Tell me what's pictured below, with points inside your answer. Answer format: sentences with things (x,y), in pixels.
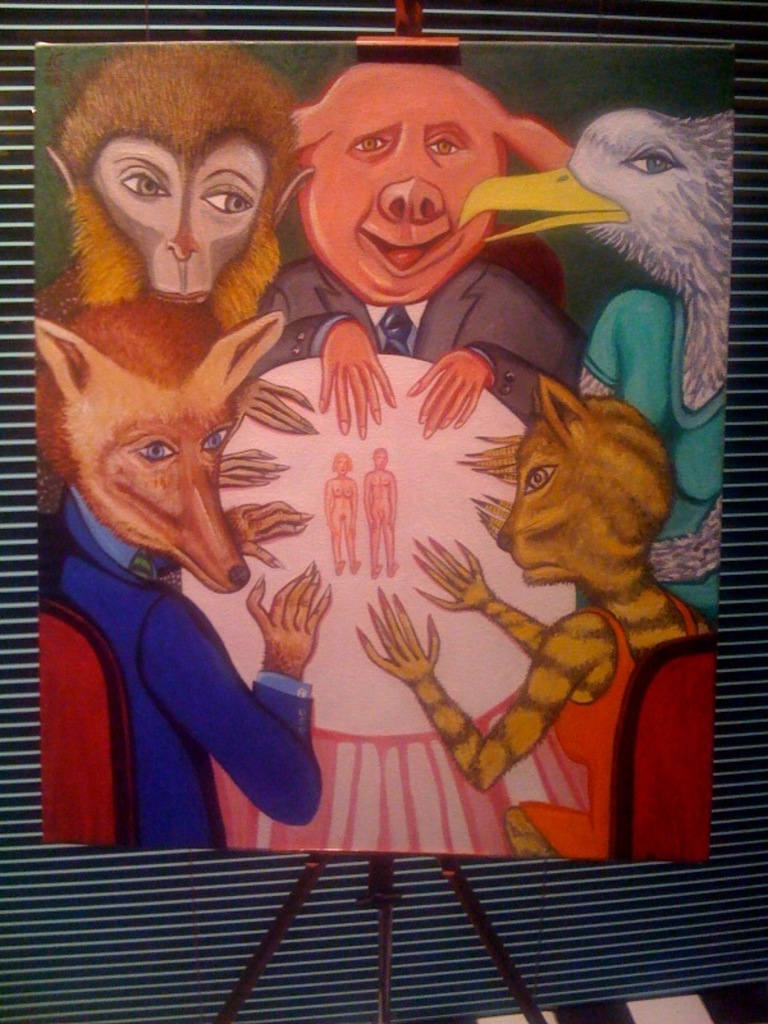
In this picture I can see there is a painting (488,122), it has a pig (380,148), monkey (183,170), a fox (221,551) and there is a table (349,618) in front of them and the painting (358,558) is placed on the stand (532,997) and in the backdrop (329,950) I can see there is a wall (318,939).
